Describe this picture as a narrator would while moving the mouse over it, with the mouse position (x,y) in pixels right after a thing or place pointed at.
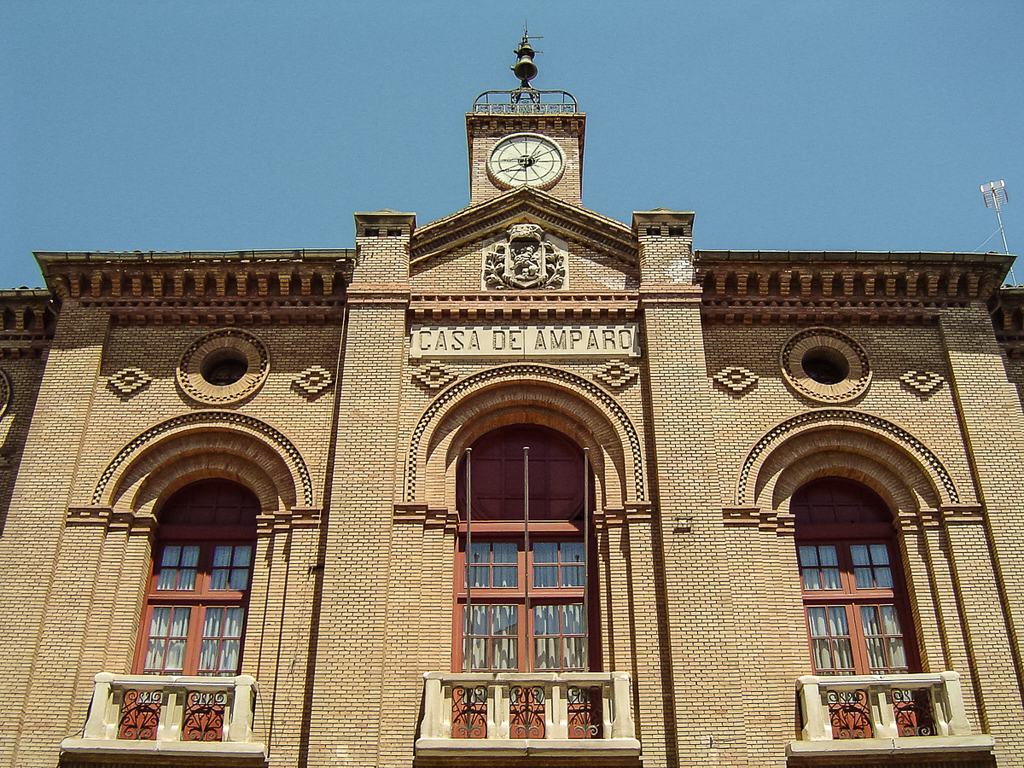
In this image there is a building (487,557) with the glass windows (244,600). At the top (557,171) there is a clock (531,169) attached to the wall (576,154). At the top (249,75) there is the sky (588,169). On the right side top there is a metal pole (997,214).
